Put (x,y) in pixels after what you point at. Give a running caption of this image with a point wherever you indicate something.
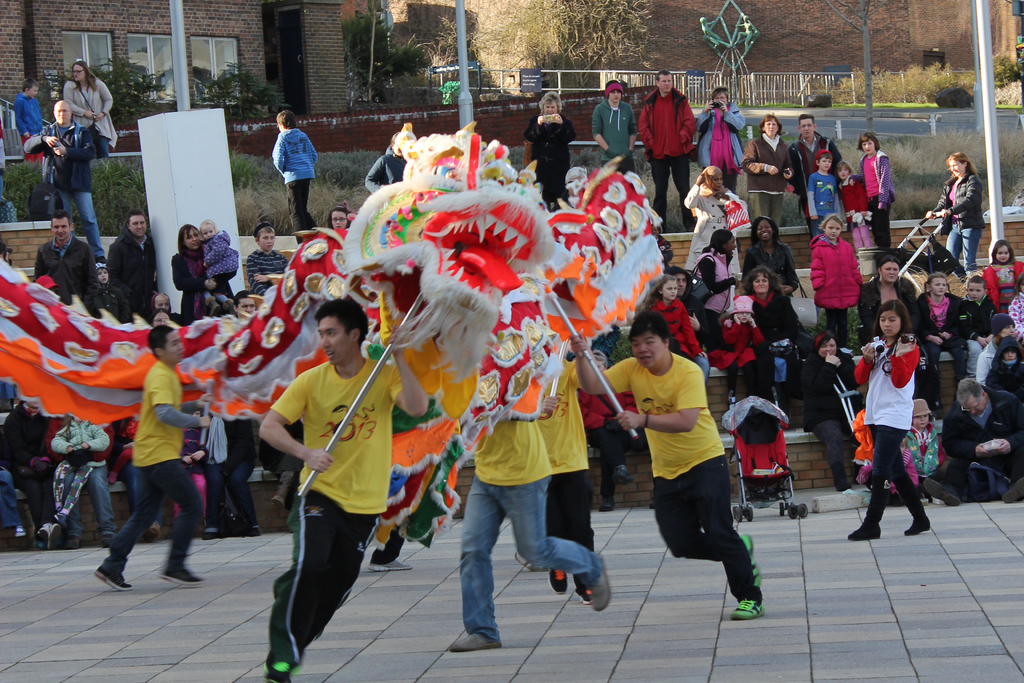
In this image, we can see some people (332,544) walking, there are some people (96,480) sitting and watching, we can see some people (894,360) standing, in the background (200,46), we can see the wall (810,50) with windows (213,46), we can see the poles (984,78).
